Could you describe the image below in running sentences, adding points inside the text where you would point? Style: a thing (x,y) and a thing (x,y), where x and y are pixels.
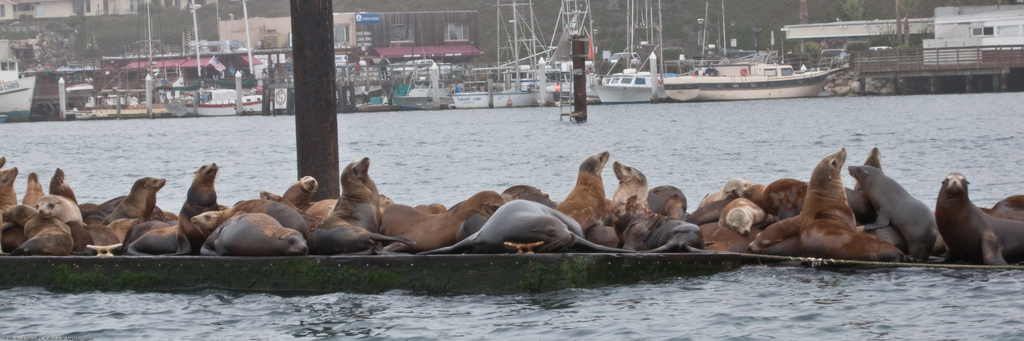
In the foreground of the image (196,235) we can see group of animals (569,240) on the surface (115,268), water (456,301). In the center of the image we can see some poles (333,153), staircase (565,112). In the background (738,78), we can see boats (249,99) placed in water (436,111), railing (920,62), group of buildings (384,40) with windows (342,30), trees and some rocks (887,82).
